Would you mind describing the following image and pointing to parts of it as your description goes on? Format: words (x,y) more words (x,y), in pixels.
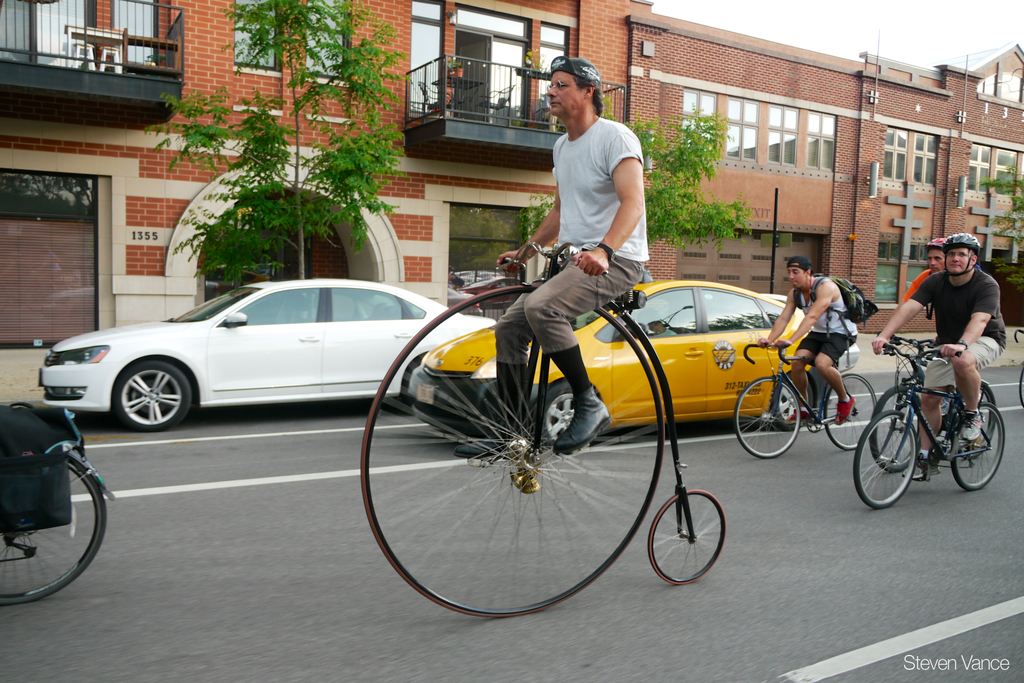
In this picture there is a man (573,303) riding a bicycle (612,321) in the center (637,242). Towards the right (962,289) there are three persons (790,271) riding three different bicycles (939,459). In the background (340,198) there is a building (637,43), two cars (716,296) and some trees (268,119).
